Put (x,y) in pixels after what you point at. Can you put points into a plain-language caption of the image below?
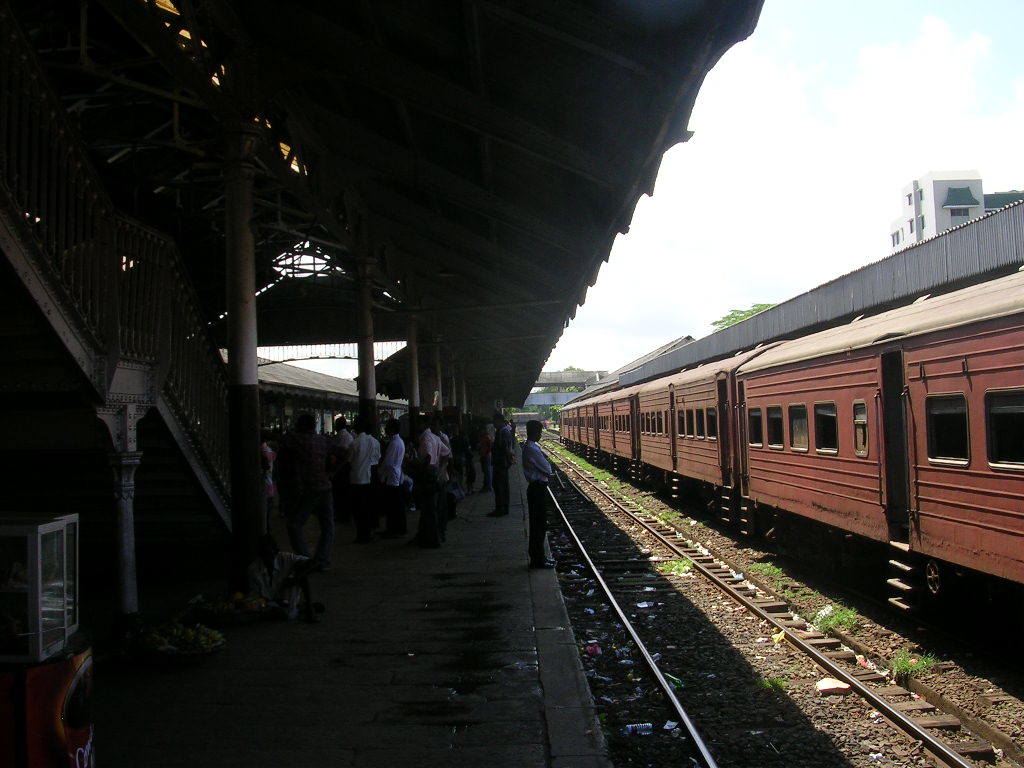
On the left side (308,462), there are persons (310,455) in different color dresses (292,499) on a platform (355,718), which is having a roof (209,209) and poles (254,298) and there are other objects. On the right side (1006,589), there is a train (946,563) on a railway track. Beside this train (916,536), there is another railway track (729,584). Behind this train (899,343), there is another platform (1009,245) having a roof (990,265). In the background (923,218), there are buildings (923,218), trees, a bridge (592,379) and there are clouds (763,132) in the sky (763,132).
